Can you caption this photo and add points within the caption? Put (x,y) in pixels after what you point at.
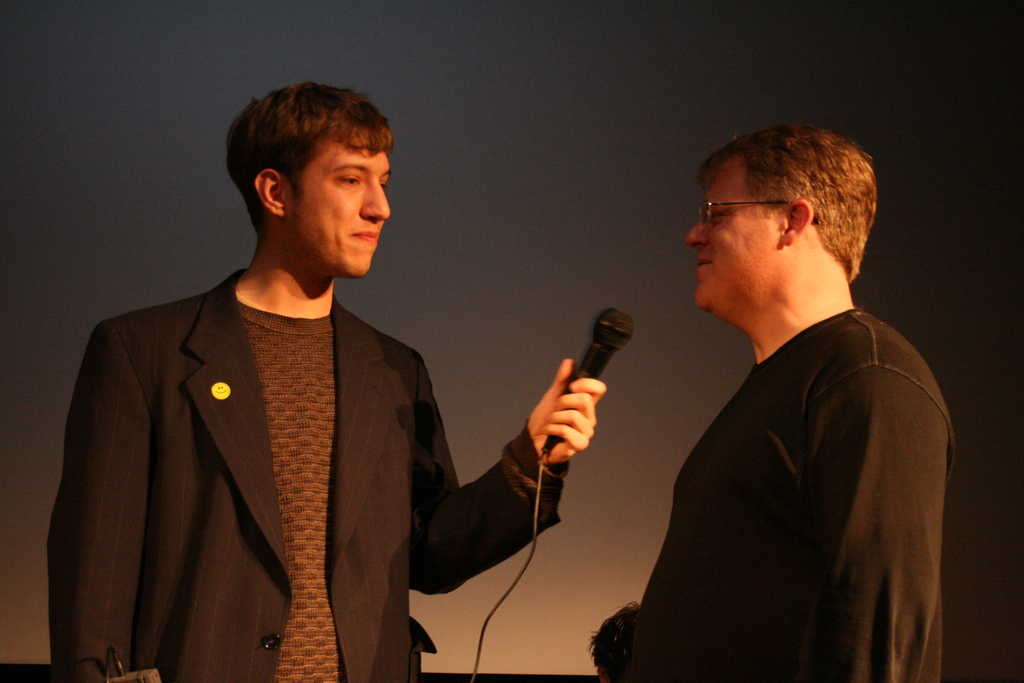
These 2 persons (315,310) are standing. This person (353,443) wore black suit (371,433) and this person (830,394) wore t-shirt (817,571). This man (407,428) is holding a mic (544,454).
